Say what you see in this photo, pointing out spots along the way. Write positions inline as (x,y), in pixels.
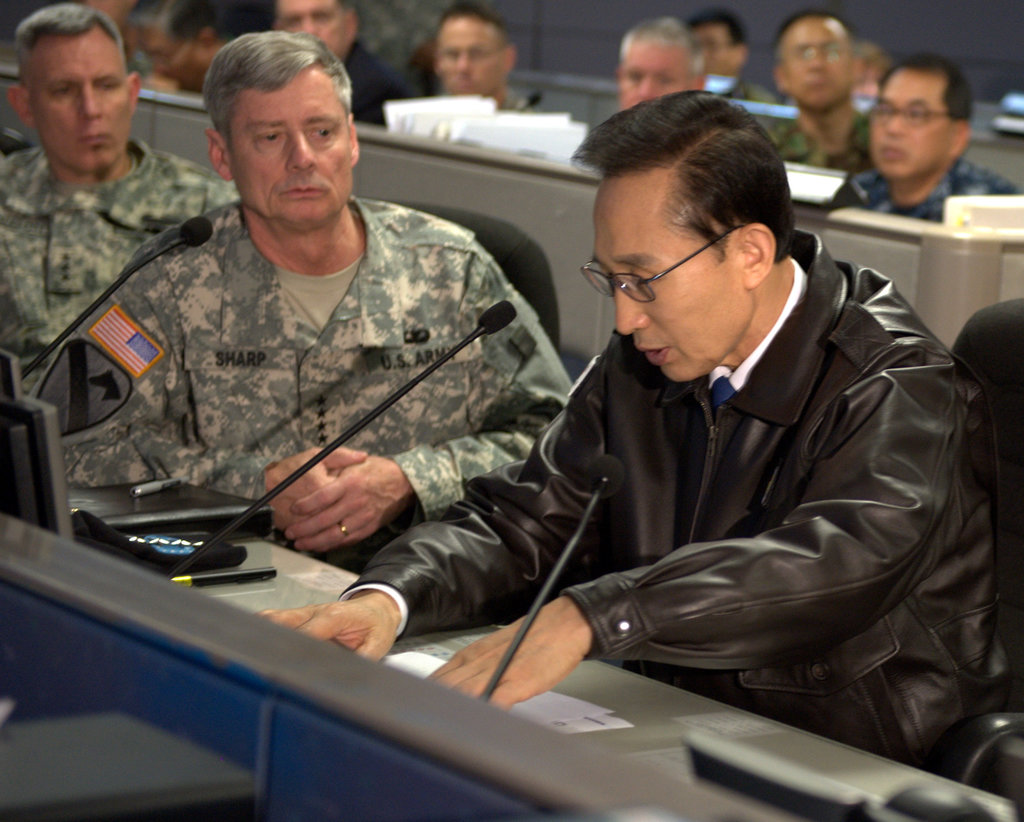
In this image I can see people (294,140) are sitting on chairs (1014,643). In-front of them there are tables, on the tables (261,542) there are mics (378,413), papers (550,719) and things (156,516). In the background of the image (938,44) it is blurry.
